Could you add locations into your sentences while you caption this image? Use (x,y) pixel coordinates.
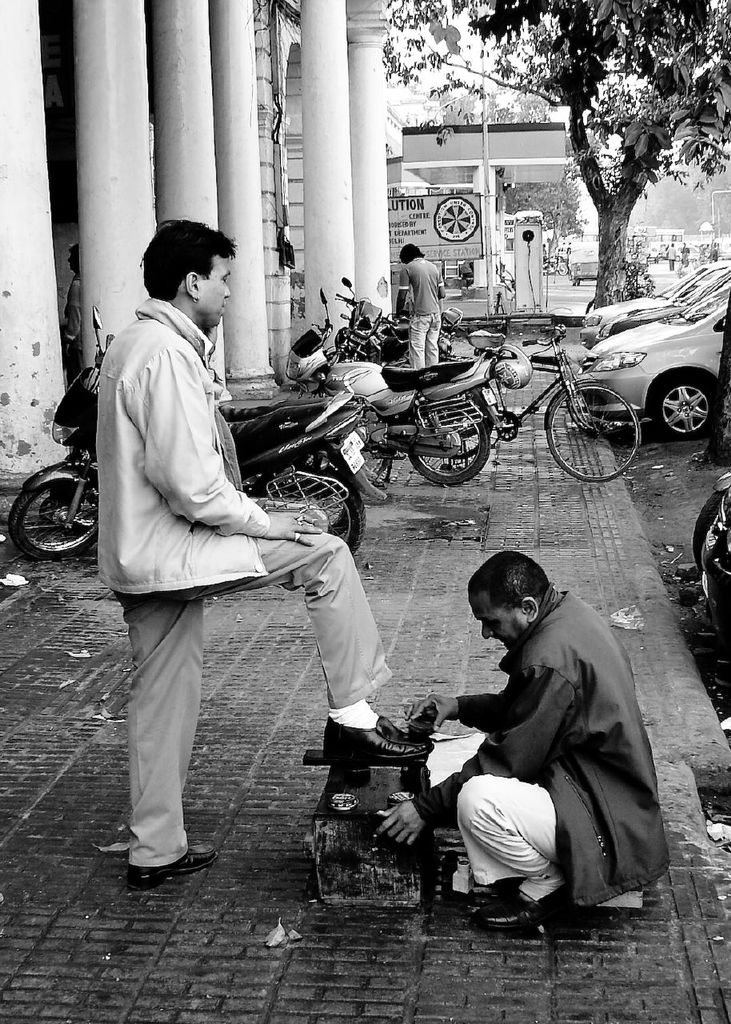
This is a black and white image. On the left (194,310) there is a person (205,433) wearing a jacket (154,556) and standing on the ground (126,669) with his one leg (297,552) on the stool (399,768). On the right (542,677) there is a person (531,698) wearing jacket (527,708), sitting and polishing the shoe (391,742) of a person (165,490) standing on the ground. In the background (394,344) we can see the vehicles (389,428) parked on the ground (698,458) and there is a person (422,288) and we can see the tree (562,56), group of persons (715,257), buildings (395,107), pillars (350,192) and some other objects (277,180).
